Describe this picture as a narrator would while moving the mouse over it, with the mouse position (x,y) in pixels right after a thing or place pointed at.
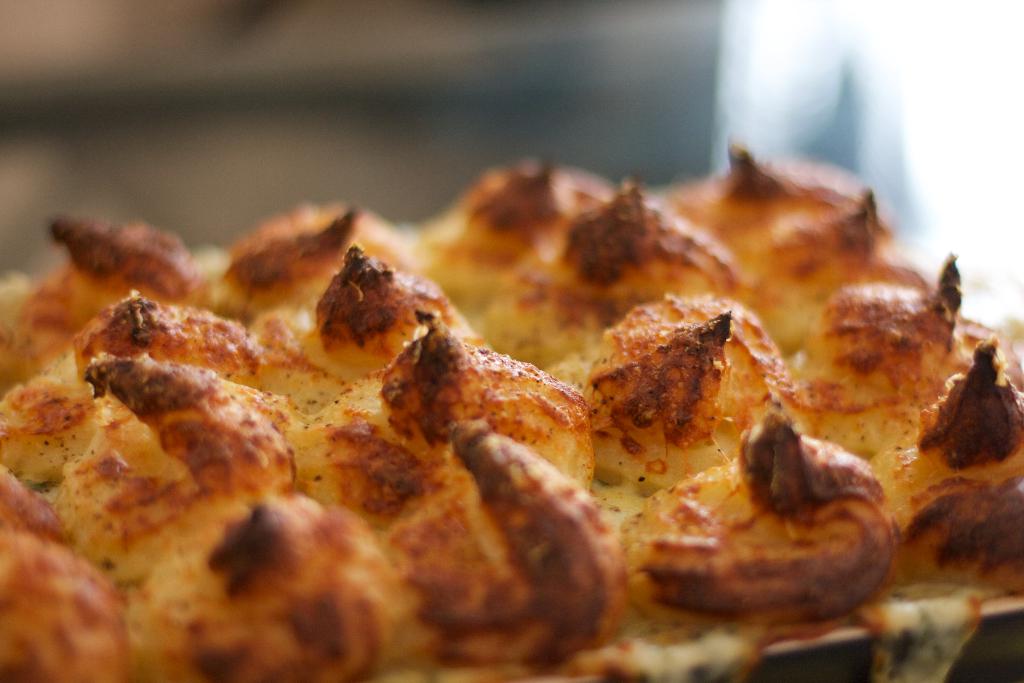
In the image there is a potato-topped pie (525,489) and the background (964,108) is blurry.
